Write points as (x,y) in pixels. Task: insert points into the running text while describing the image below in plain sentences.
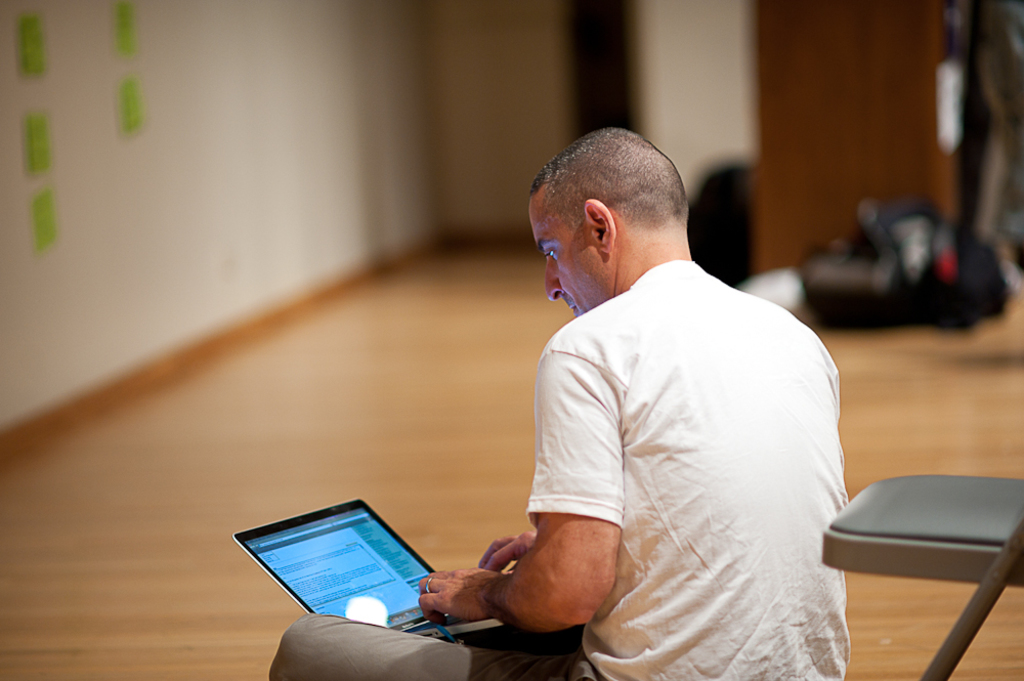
In the foreground (393,653) I can see a person (595,593) is sitting on the floor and holding a laptop (491,616) in hand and a chair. In the background (859,232) I can see a wall (340,141), bags (862,263) and so on. This image is taken in a hall (420,529).
